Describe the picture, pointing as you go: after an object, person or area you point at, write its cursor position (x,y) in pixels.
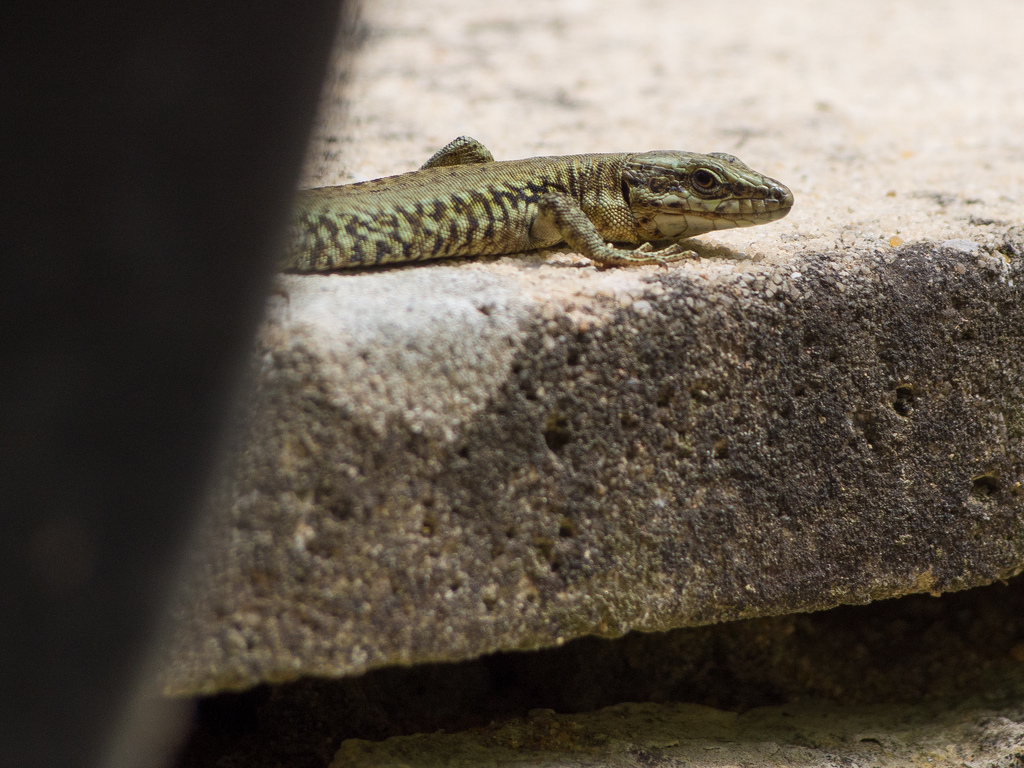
In this image I see a lizard (460,192) which is of green and black in color and it is on the surface (628,326) which is of white and black in color and I see that it is dark over here.
